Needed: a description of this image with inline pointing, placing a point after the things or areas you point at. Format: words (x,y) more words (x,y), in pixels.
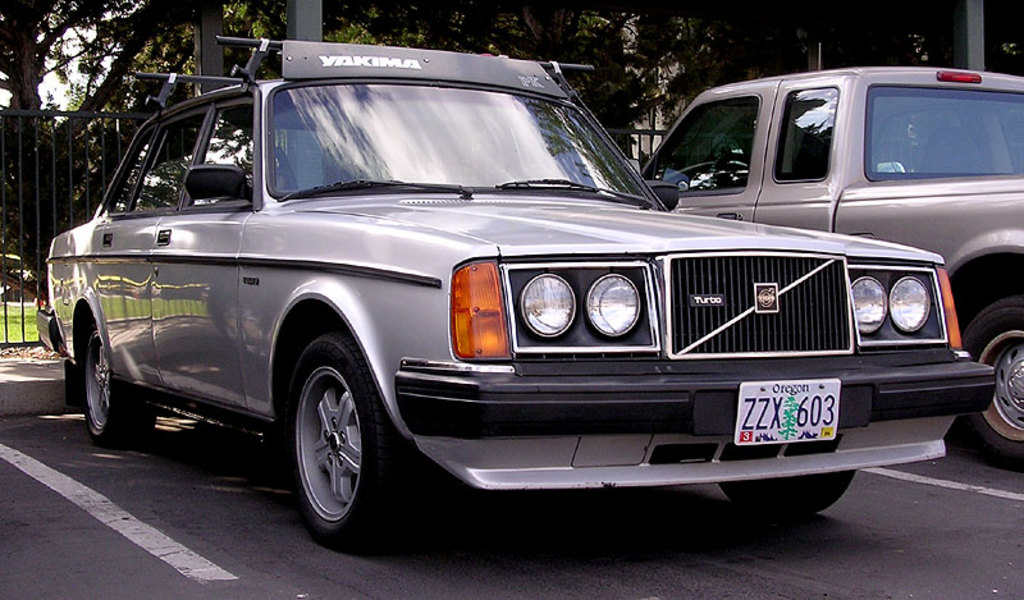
In front of the picture, we see a car (558,282). At the bottom (433,564), we see the road (484,545). Behind the car (506,228), we see the railing (80,115) and the poles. On the right side (842,122), we see a car (955,119) parked on the road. Behind that, we see the poles (968,37). There are trees (61,129) in the background (48,156). On the left side (8,356), we see the grass (15,338) and the dry leaves (32,352).
